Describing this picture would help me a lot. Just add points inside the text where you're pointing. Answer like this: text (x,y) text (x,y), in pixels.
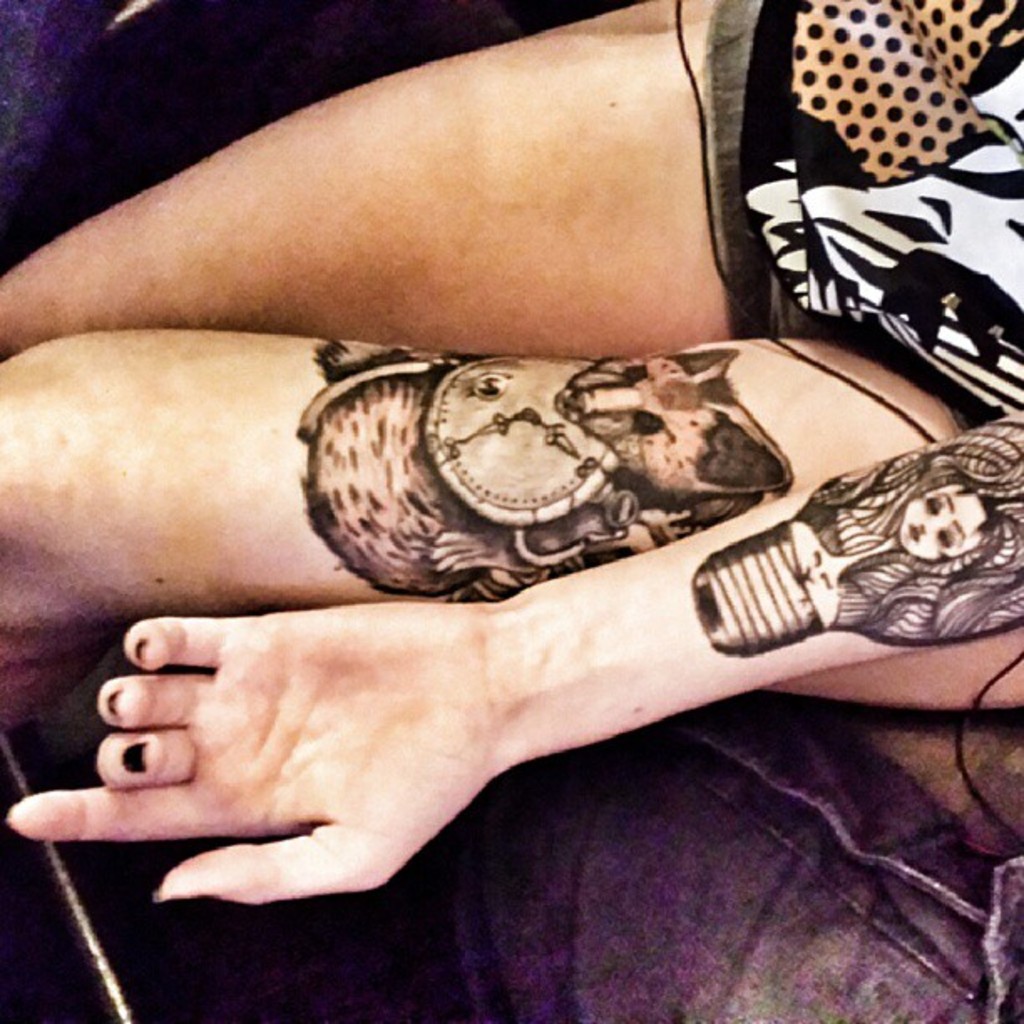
In this picture I can see a person (242,668) sitting. There are tattoos (506,543) on the hand (558,702) and on the thigh (562,471) of a person (609,381).
